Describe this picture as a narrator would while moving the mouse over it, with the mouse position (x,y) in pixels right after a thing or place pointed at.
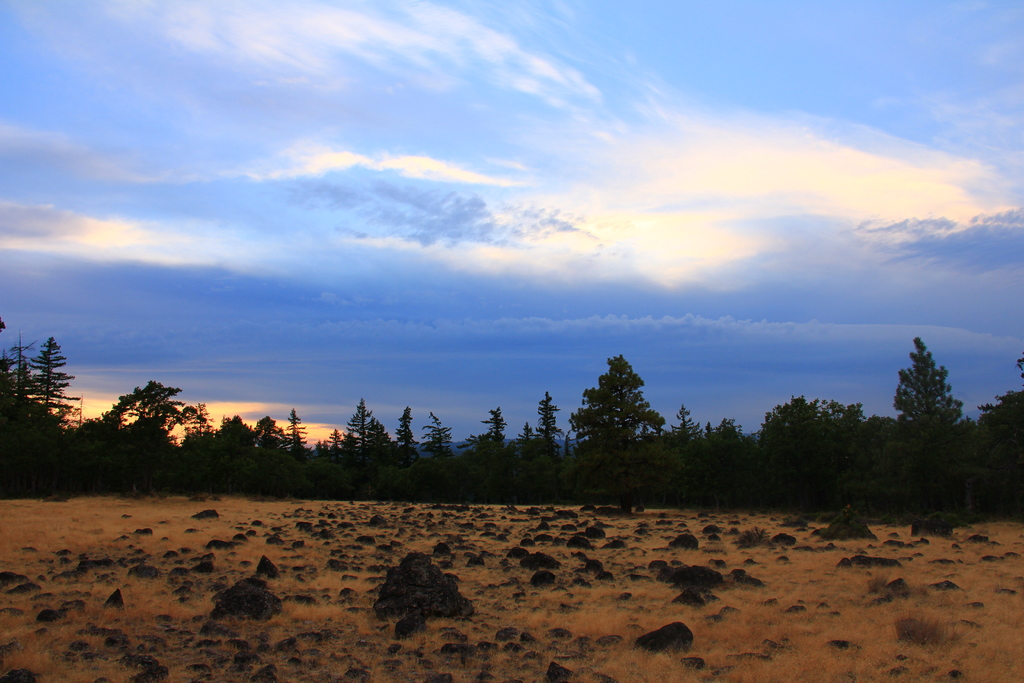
In the background (573,220) we can see clear blue sky (520,291) with clouds (743,221). These are trees (951,449). This is a dried grass land area (814,650).
